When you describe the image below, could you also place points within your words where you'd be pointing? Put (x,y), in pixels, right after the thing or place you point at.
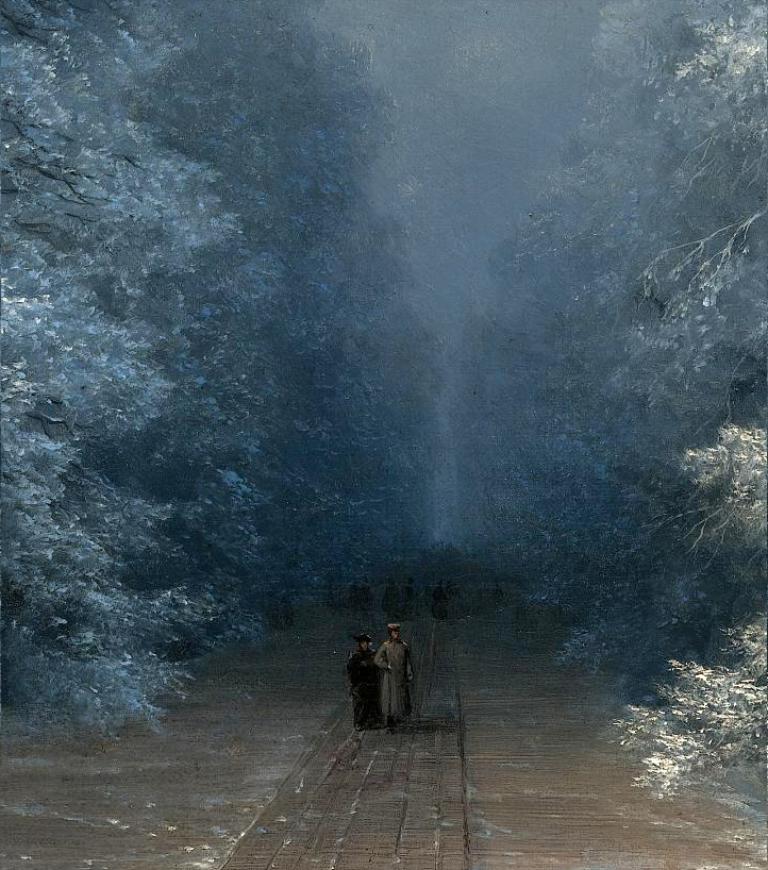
In this image, we can see a painting (185,347). Here we can see trees (398,437), people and walkway (464,750).
